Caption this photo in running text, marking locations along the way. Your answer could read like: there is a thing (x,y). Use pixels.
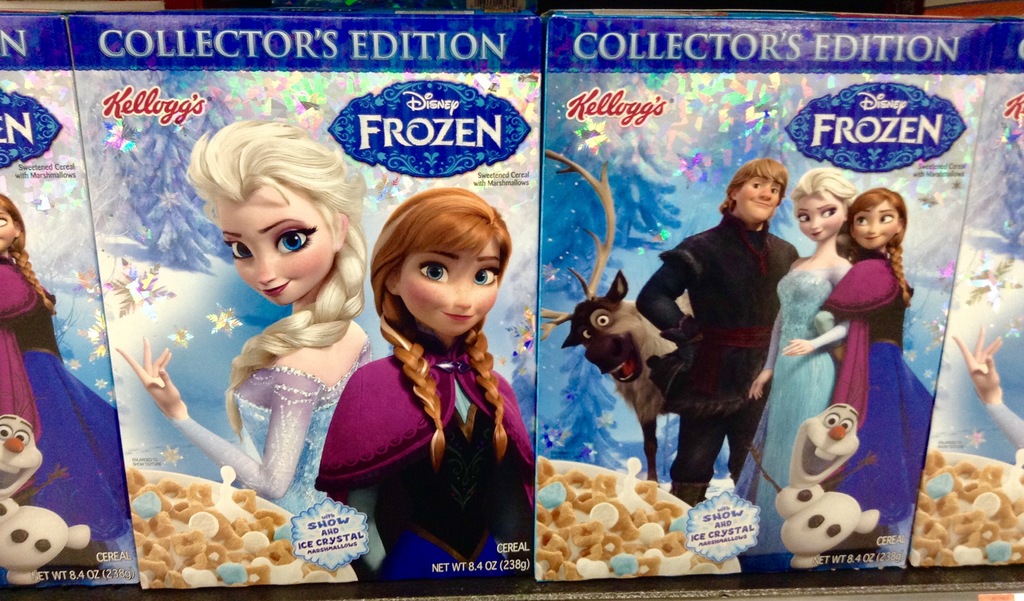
In this picture we can see few boxes (381,324), on the boxes (341,344) we can find few cartoon images (644,300).
